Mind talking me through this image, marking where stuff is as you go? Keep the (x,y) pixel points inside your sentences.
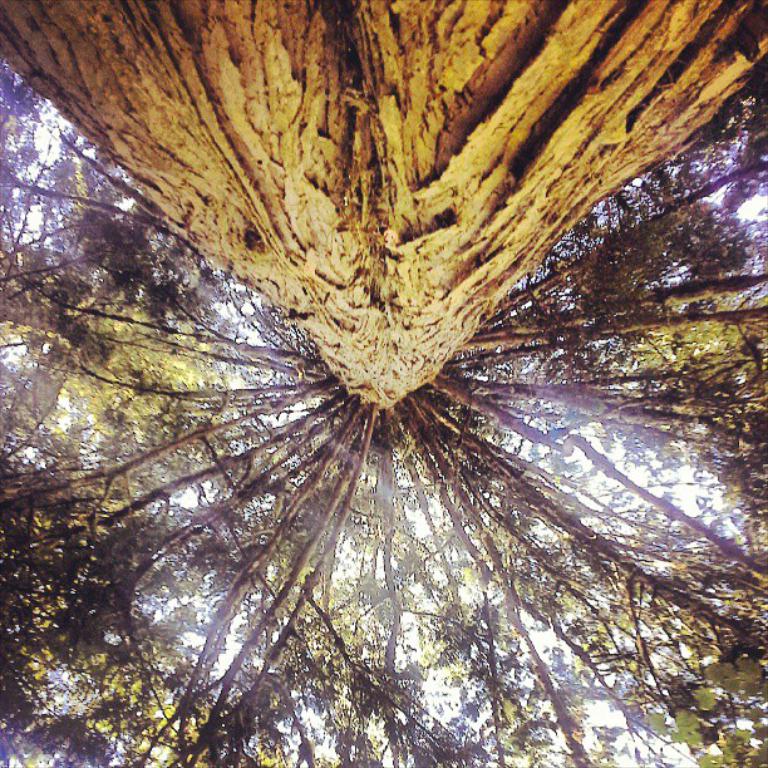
In the image we can see there are lot of trees (387,460) and in front (336,81) there is a stem (341,165) of the tree (363,243).
